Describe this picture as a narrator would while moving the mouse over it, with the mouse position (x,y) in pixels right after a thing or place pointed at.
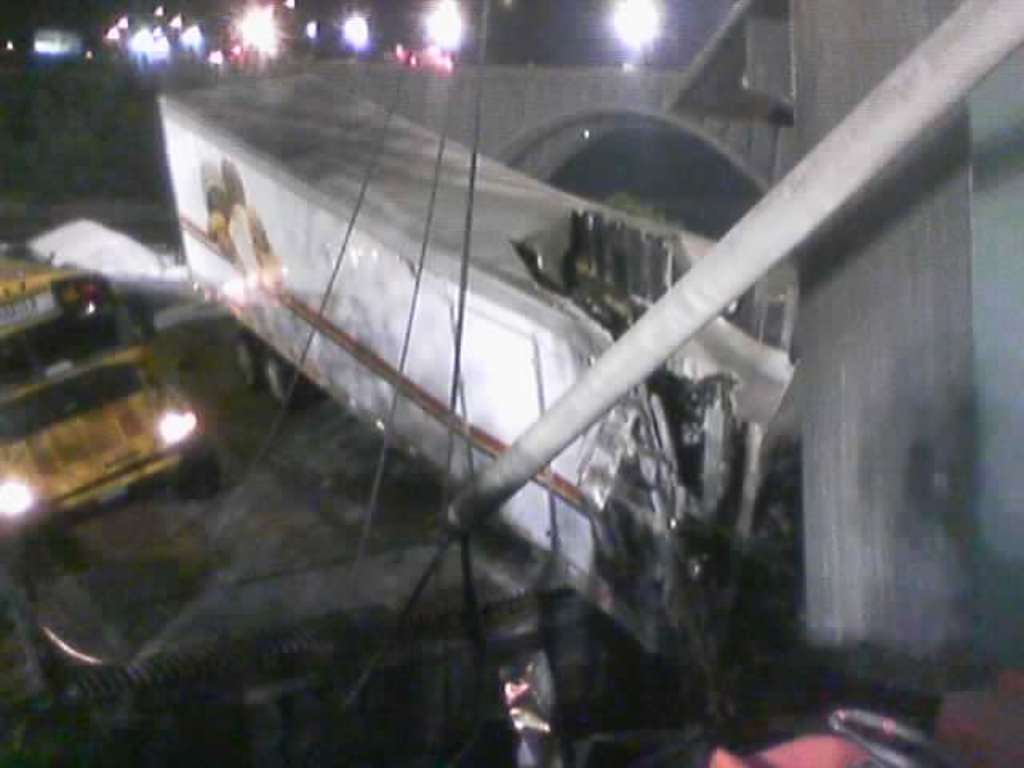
In this image there are lights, there are vehicles (306,257) on the road (328,472), there is a vehicle (153,428) truncated towards the left of the image (92,424), there is an object (96,226) on the ground (296,497), there are wires (359,188) truncated towards the top of the image (425,234), there is a pillar (904,293) truncated towards the right of the image (928,220), there is a pipe (539,461) truncated towards the top of the image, there are objects (853,742) truncated towards the bottom of the image (842,726).
